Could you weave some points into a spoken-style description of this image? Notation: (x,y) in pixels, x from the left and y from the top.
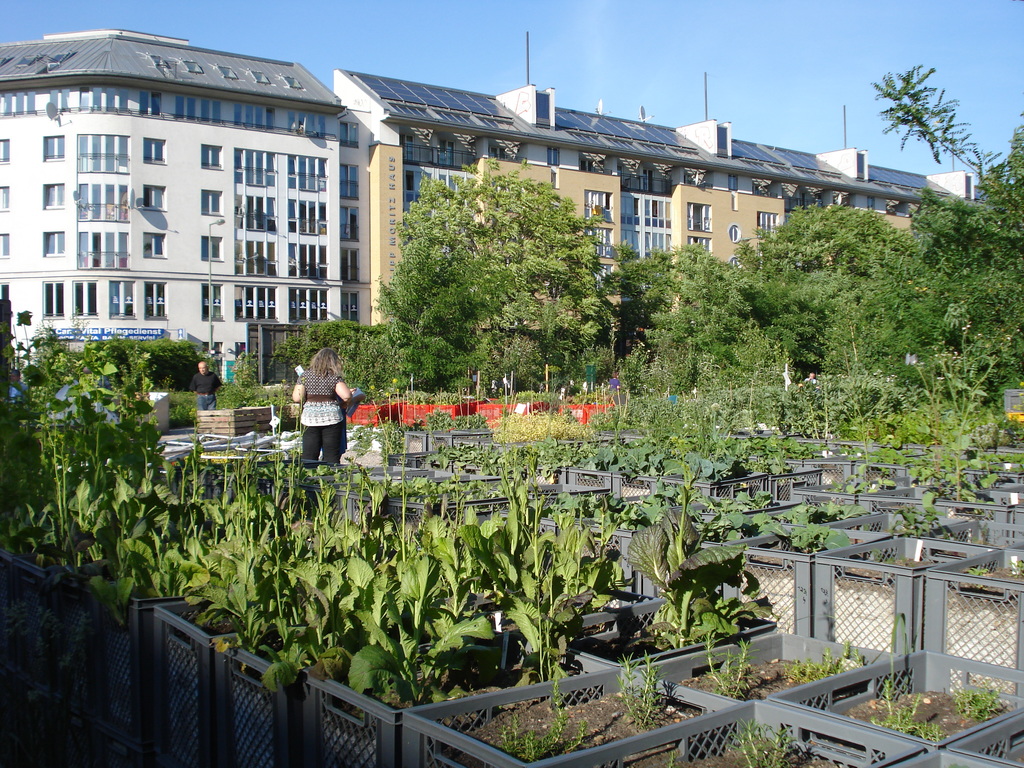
In this picture I can see there is a woman (330,391) standing and she is holding few objects (345,435) and there are many plants (471,546) and there are trees (697,276) on the right side (773,293), there is a building (311,185) in the backdrop (220,166) and there are windows (102,189) and a name board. The sky (578,38) is clear.
